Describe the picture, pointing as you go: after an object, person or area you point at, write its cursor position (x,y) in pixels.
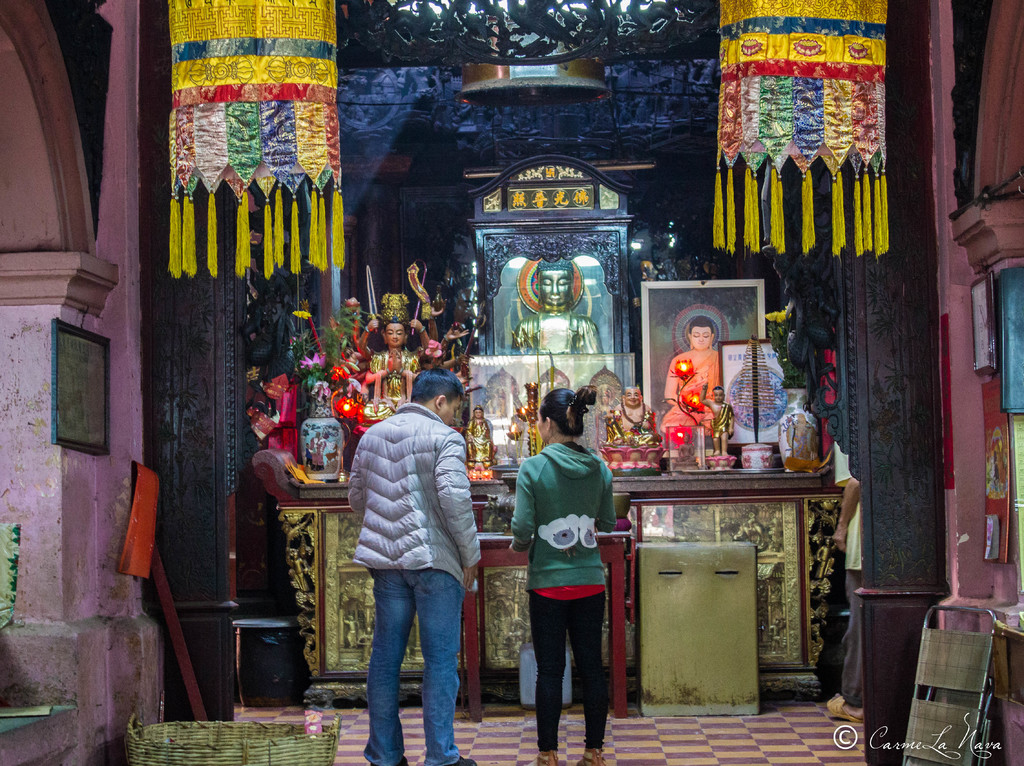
In this image I can see two persons (548,581) standing. There are statues (414,324), photo frames (108,411) attached to the pillars (853,396), there are cloth lanterns (274,176), there is a basket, chair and there are some other objects (718,641). And there is a watermark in the bottom right corner of the image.
